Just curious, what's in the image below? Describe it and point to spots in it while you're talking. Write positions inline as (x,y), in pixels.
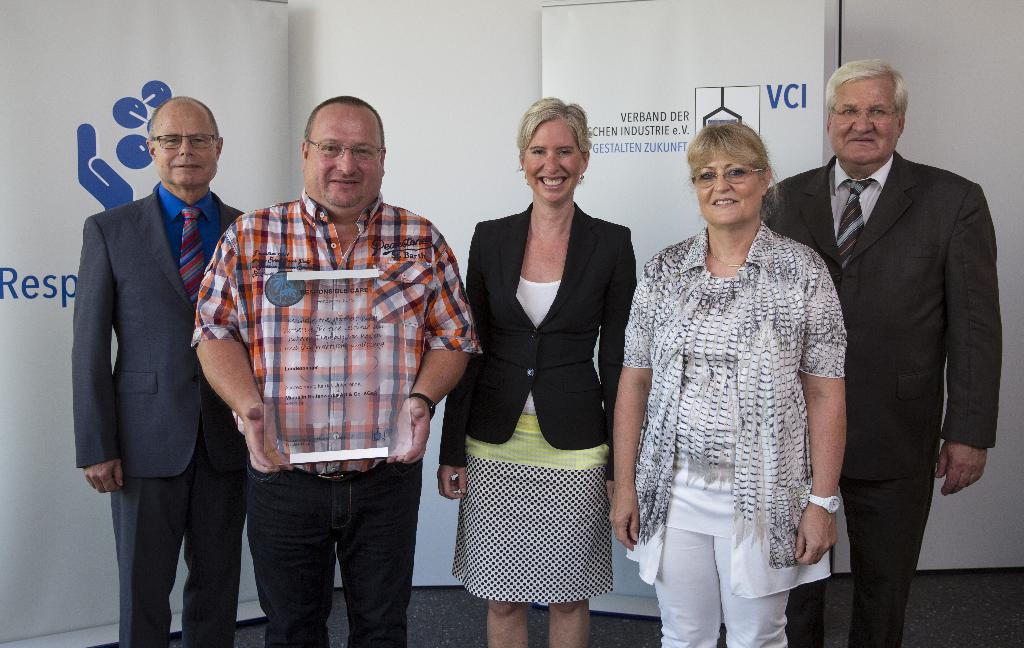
In this image, we can see persons (663,277) standing and wearing clothes (344,511). There is a person (340,202) on the left side of the image (323,205) holding an award (286,367) with his hands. In the background (86,174), we can see banners (599,64).
